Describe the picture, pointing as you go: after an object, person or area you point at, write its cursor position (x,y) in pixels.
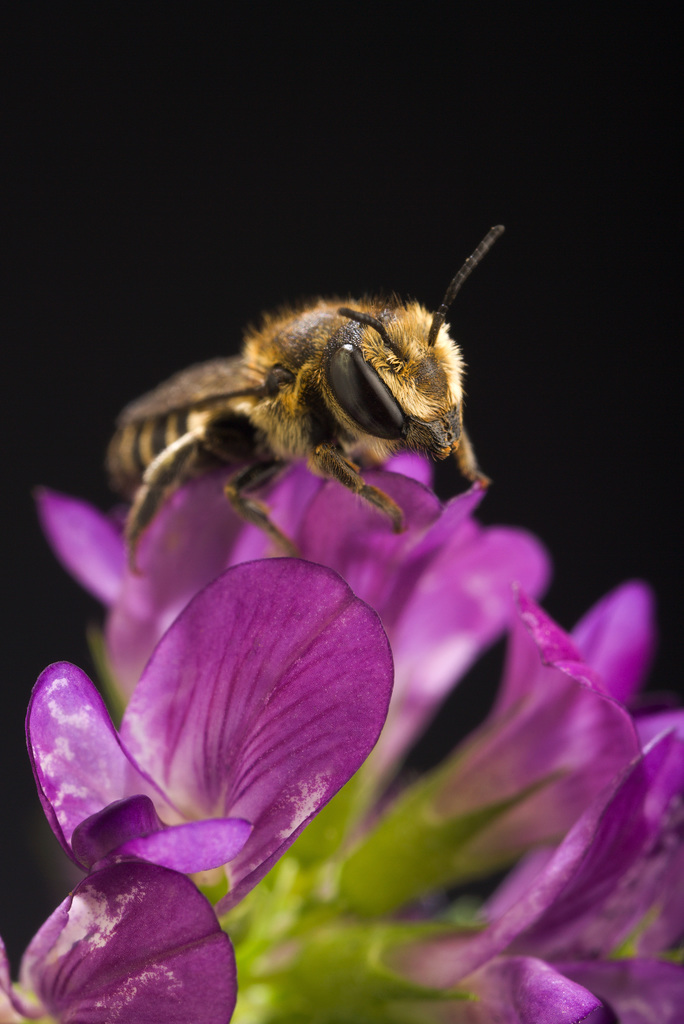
This is an insect (464,452) on the flower (255,680). These flowers (394,598) are violet in color. The background (110,195) looks dark.
